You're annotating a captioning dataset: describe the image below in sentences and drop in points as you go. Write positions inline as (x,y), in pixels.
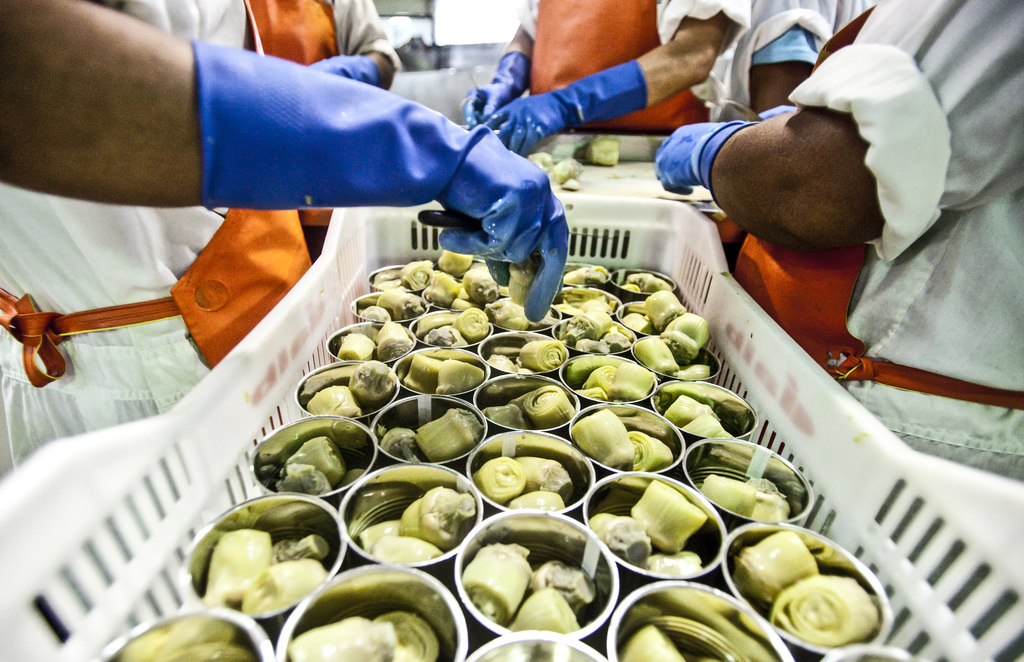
In this picture I can observe some food (428,447) placed in the small bowls (407,490). These bowls (399,504) are placed in the white color tray (214,439). Some people (255,101) are standing around this tray (73,655). They are wearing blue color gloves (274,163) and an orange color aprons (302,49).
